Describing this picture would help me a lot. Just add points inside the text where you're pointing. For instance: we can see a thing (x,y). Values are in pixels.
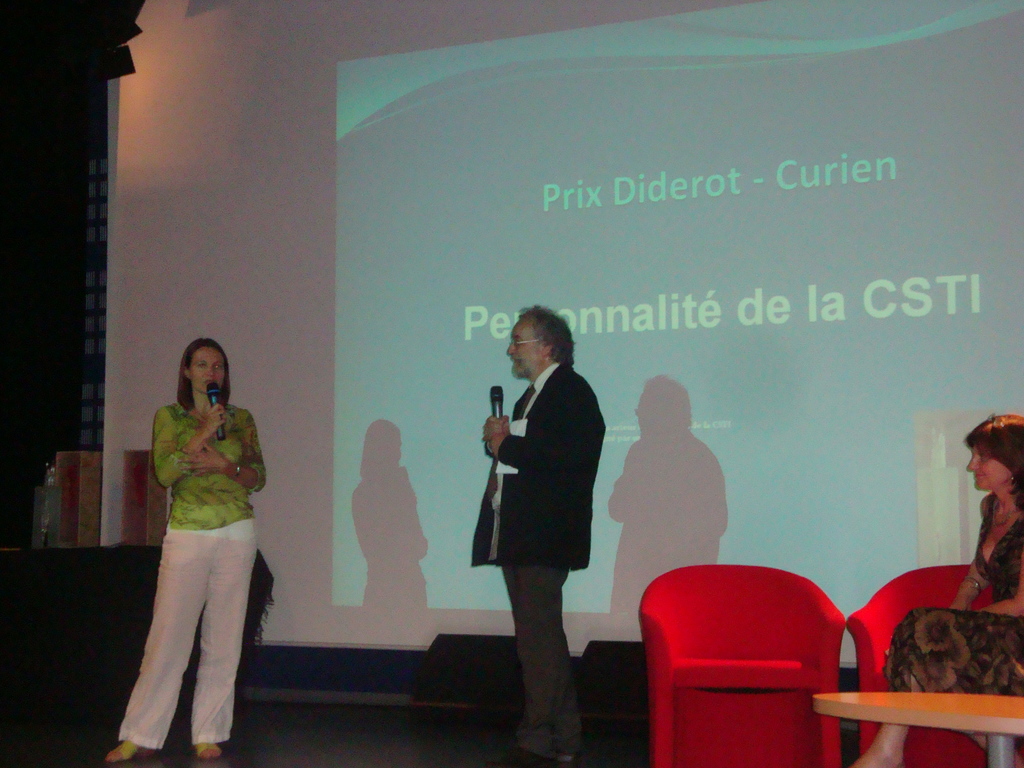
In this picture a lady (208,482) holding a mic (226,430) in her hand (207,431) and talking with a guy (545,420) who is wearing a black coat (547,472). To the right side of the image (771,616) there are two red chairs (838,632) on which lady (967,613) is sitting. In the background (529,118) there is an LCD screen projector (468,425), on top of which prix diderot - curien is written.
